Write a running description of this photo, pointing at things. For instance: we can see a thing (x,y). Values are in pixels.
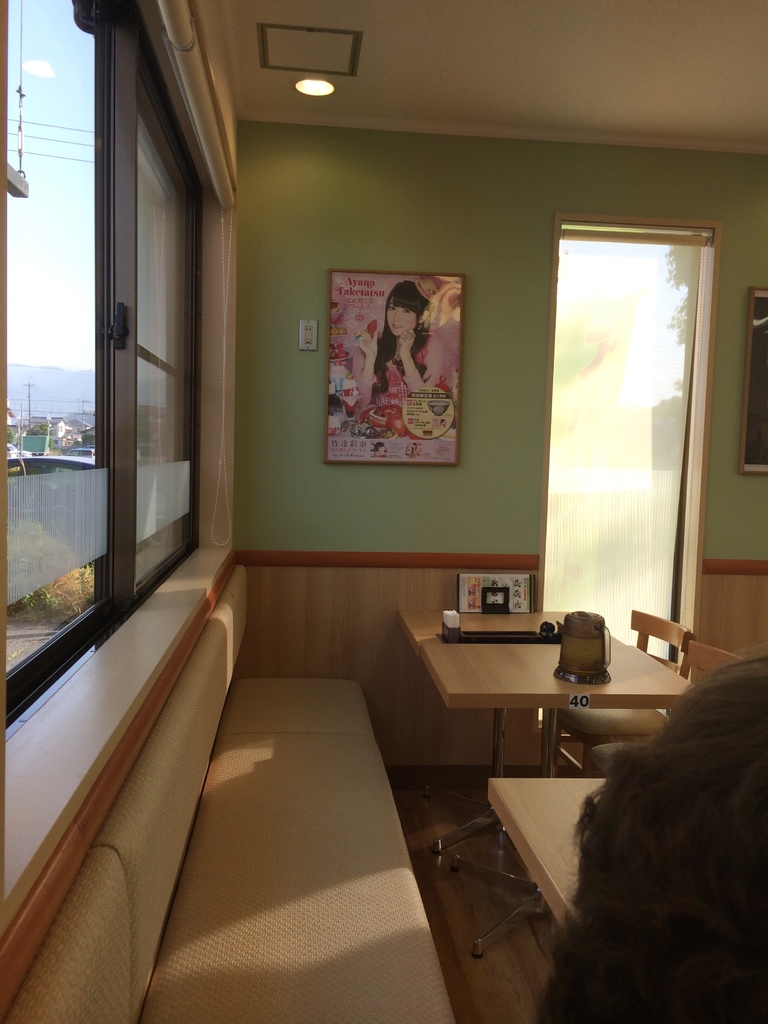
This is an image clicked inside the room (527,486). On the left side of the image (247,808) there is a sofa (235,858). In front of the sofa (218,918) there are two tables (569,844). In the background (414,306) there is a frame (381,344) attached to the wall (350,239). Through the window (25,423) I can see the outside view (47,341). On the top left of the image (50,106) I can see the sky (62,125) in blue color.
